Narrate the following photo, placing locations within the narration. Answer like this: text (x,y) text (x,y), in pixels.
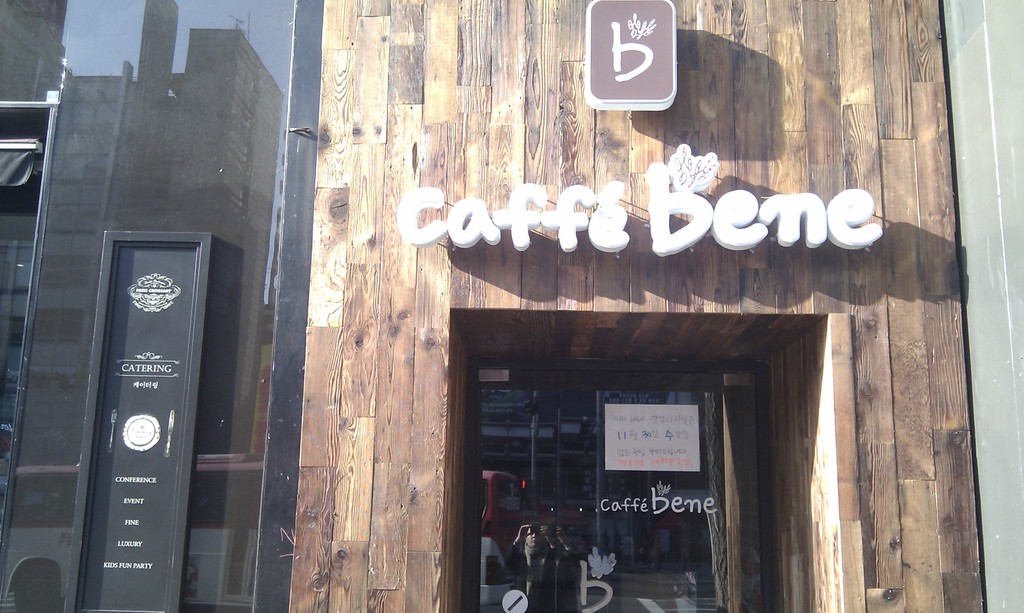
In this image, at the right side (768,251) there is a shop (884,302), on that shop (658,305) there is CAFFE BENE is written, at the left side (173,256) there is a black color door (184,272) and there is a glass door (138,162).
